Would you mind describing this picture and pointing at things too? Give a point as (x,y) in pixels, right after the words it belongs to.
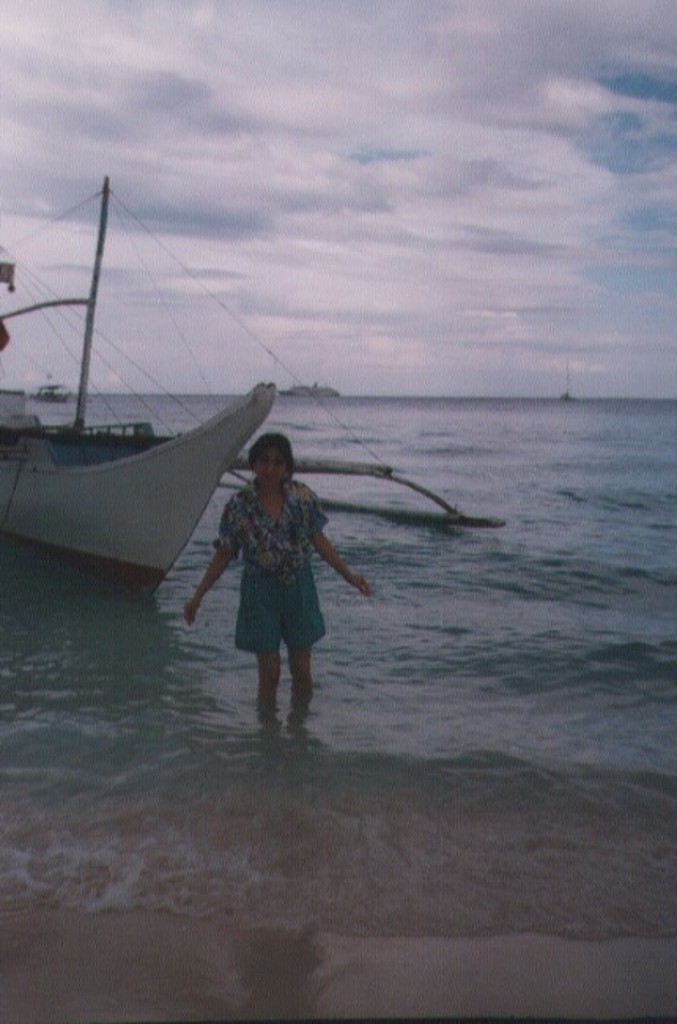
This picture is clicked outside. In the foreground (251,637) we can see a person (295,534) standing and we can see a boat (70,509) and some other objects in the water body (545,428). In the background (565,250) we can see the sky (500,182) and the clouds (469,203).
